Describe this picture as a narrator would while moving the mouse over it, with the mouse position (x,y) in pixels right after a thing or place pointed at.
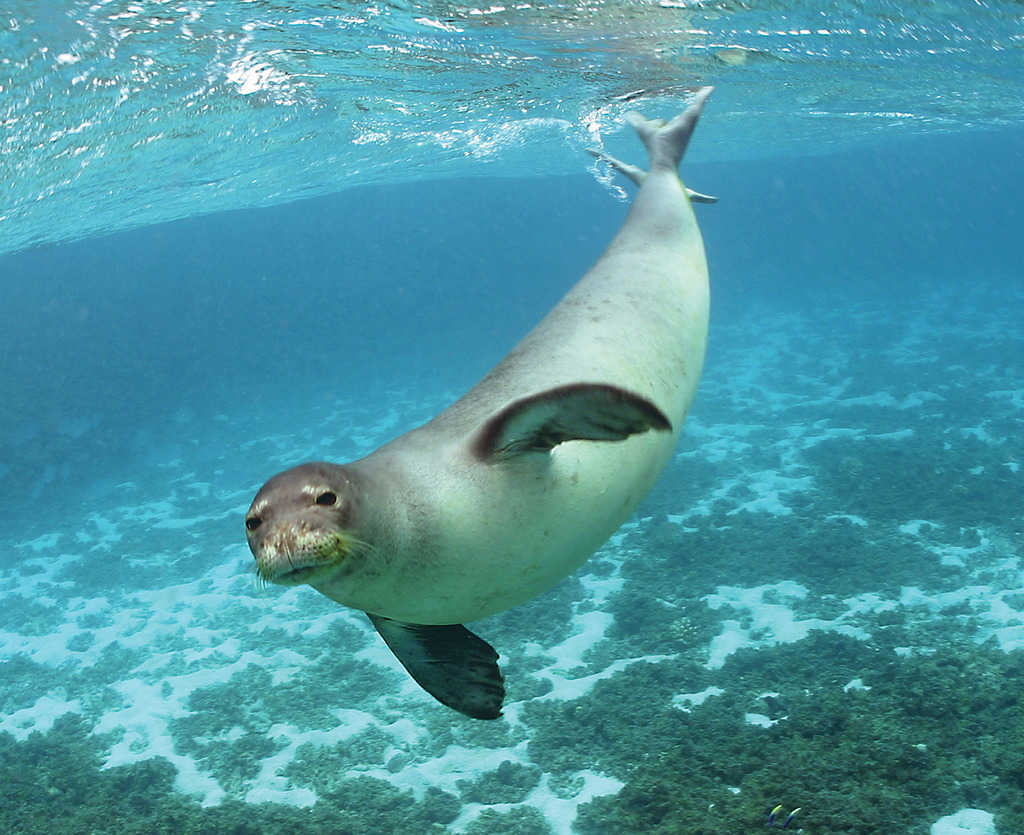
In the image we can see water (520,180), in the water (376,314) we can see a seal (269,533). At the bottom of the image (37,828) we can see some underwater plants (322,706).
